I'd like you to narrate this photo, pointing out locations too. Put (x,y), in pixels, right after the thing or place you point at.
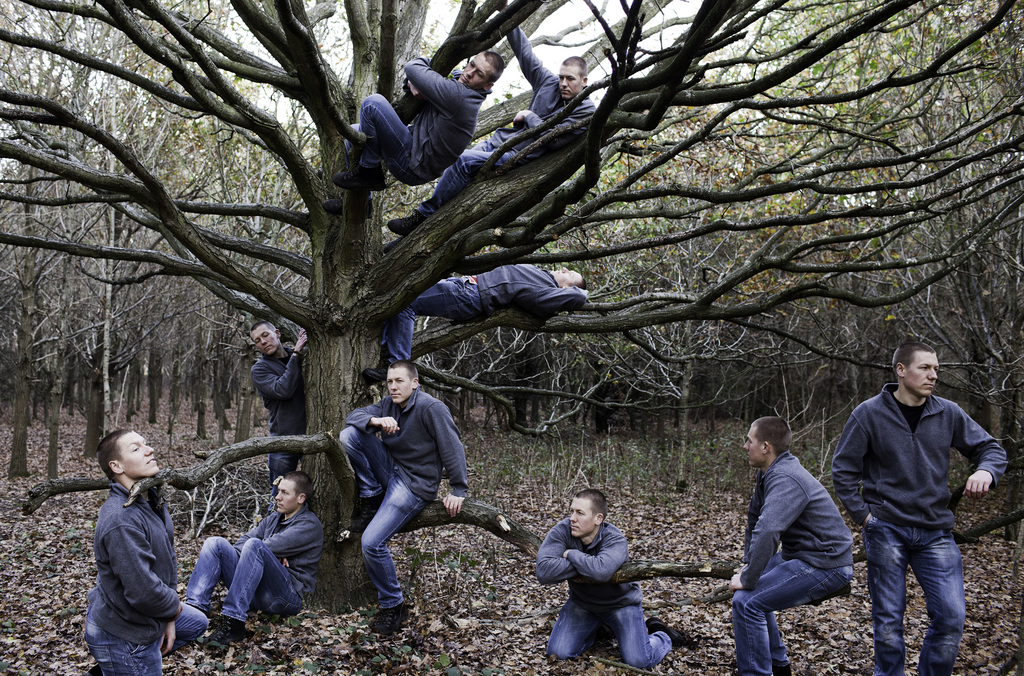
In this picture we can see a graphical image, we can see various poses of a single person (457,190), there is a tree (319,352) here, we can see some leaves (470,597) at the bottom (524,625), we can see grass (704,457) here, in the background (684,364) there are some trees (236,324).
